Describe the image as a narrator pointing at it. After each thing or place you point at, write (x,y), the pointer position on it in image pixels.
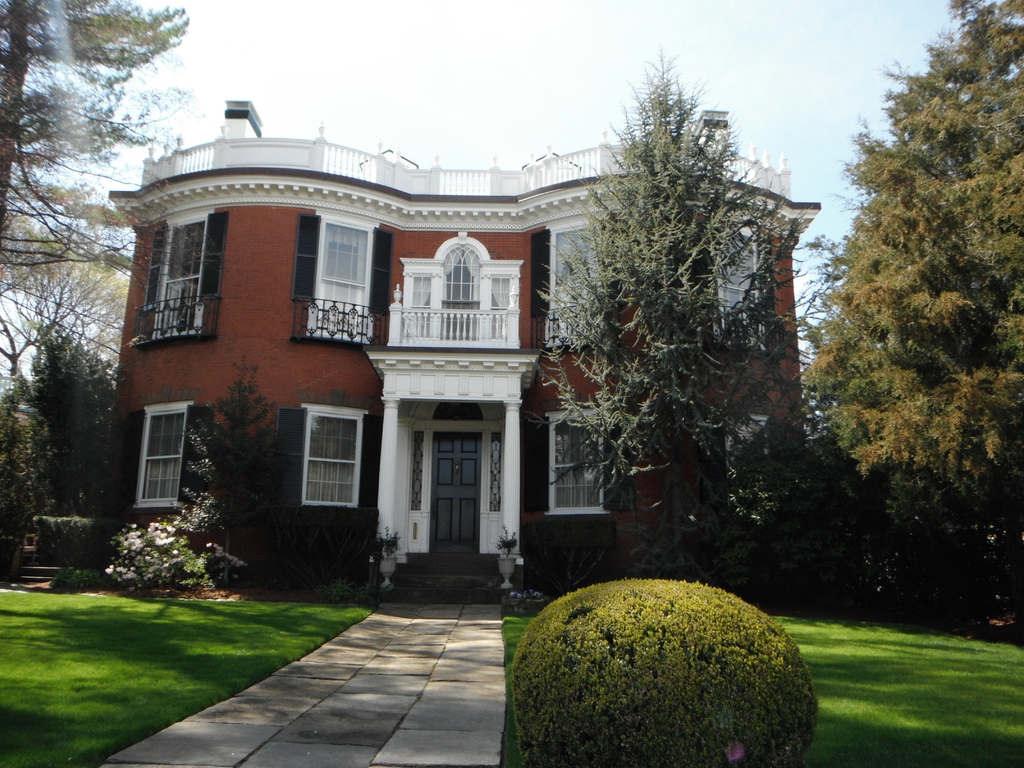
In this image I can see a path (396,702) in the centre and on the both sides of it I can see grass ground (2,655). I can also see a plant (748,644) in the front (570,677). In the background (496,237) I can see number of trees (653,471), a building (292,262), few more plants (131,572) and the sky (590,78). I can also see number of windows (328,267) and a door (434,471).
